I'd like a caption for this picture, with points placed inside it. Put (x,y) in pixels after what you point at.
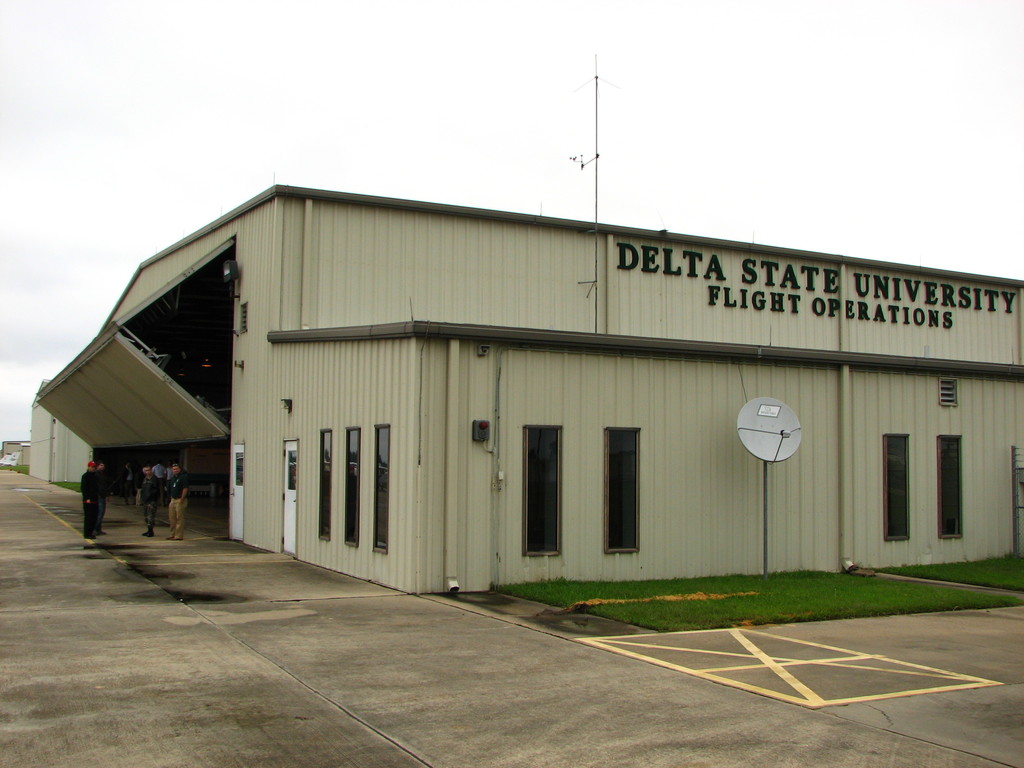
In the picture we can see a house (964,535), shed (936,544) with a glass windows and a door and name (992,305) on it Delta state university flight operations, and near to it, we can see a dish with a pole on the grass surface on the path (1,749) and near the shed (871,410) we can see some persons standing and in the background (683,158) we can see a sky (683,158).
